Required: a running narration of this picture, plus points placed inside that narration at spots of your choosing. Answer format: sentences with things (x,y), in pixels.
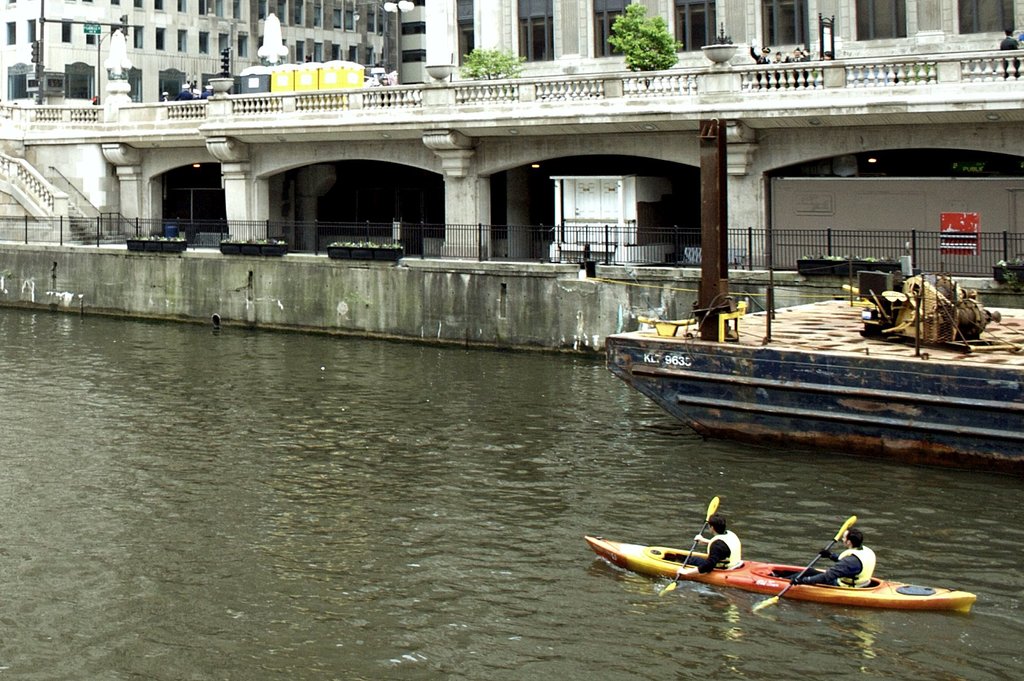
In this image I see few buildings (286,36) and I see the fencing (546,230) over here and I see the steps (36,178) over here and I see the water (342,426) on which there is a boat (737,581) and I see 2 persons (861,549) who are holding paddles (830,546) in their hands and I see few plants (618,23).
